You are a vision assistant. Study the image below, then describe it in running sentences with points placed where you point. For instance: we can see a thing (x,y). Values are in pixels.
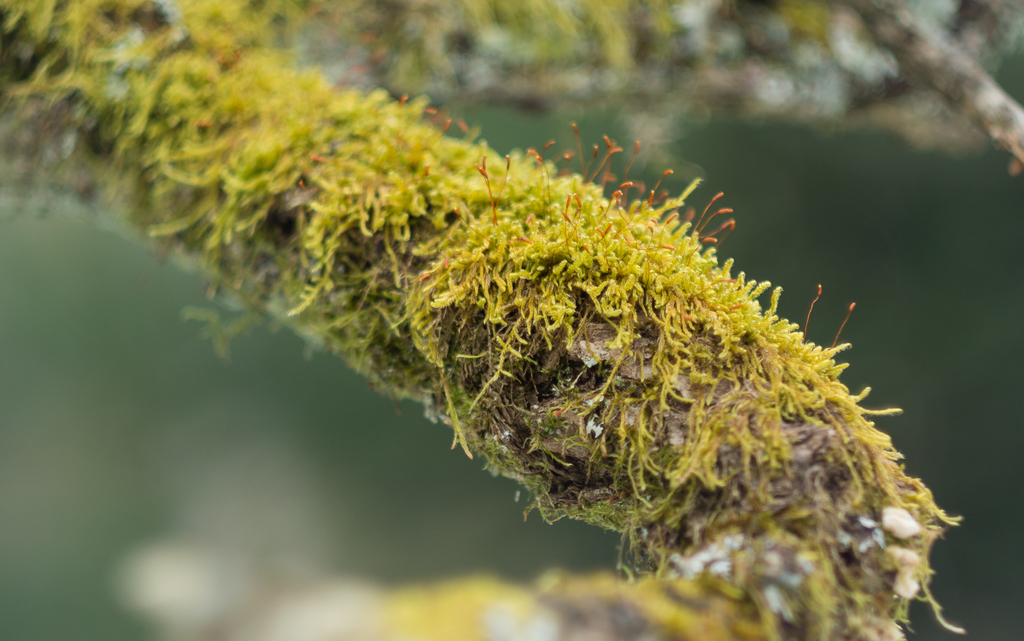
In this image I can see a plant (468,294) which is green in color. The background of the image (507,90) is blurred.
